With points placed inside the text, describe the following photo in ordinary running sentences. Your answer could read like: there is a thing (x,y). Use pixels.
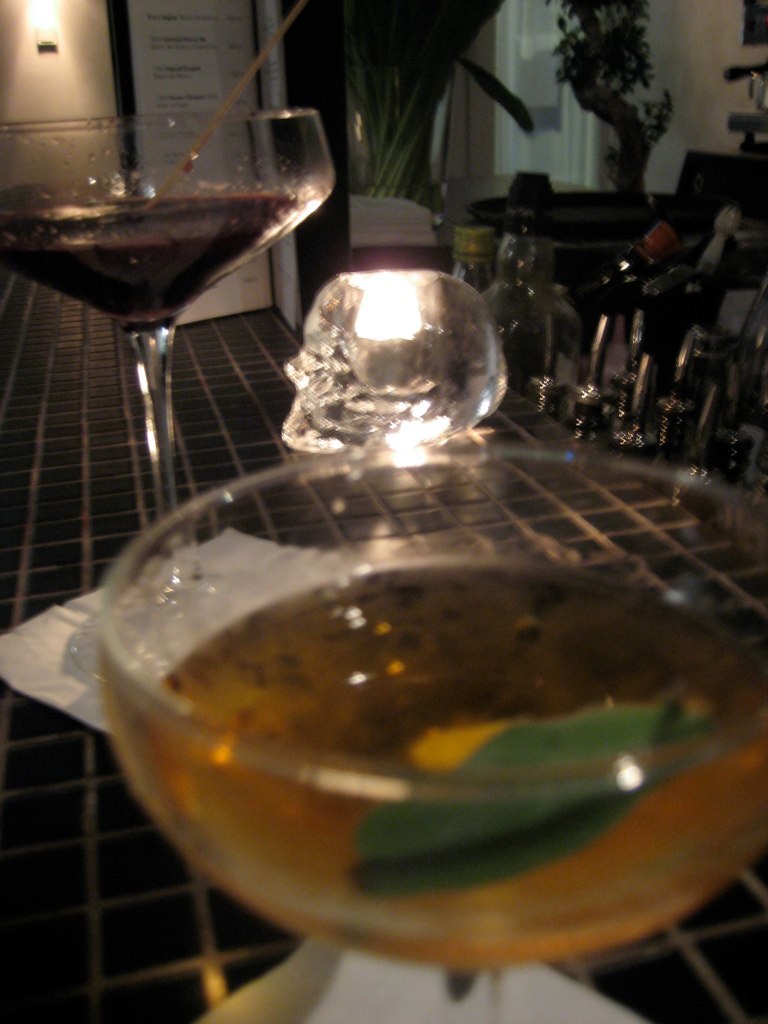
In this picture I can see there is some drink (606,647) poured in the wine glasses (427,709) and they are placed on the tissue (257,1003). In the backdrop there is a light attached to wall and there are few objects (710,299) and plants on to right (514,276).
